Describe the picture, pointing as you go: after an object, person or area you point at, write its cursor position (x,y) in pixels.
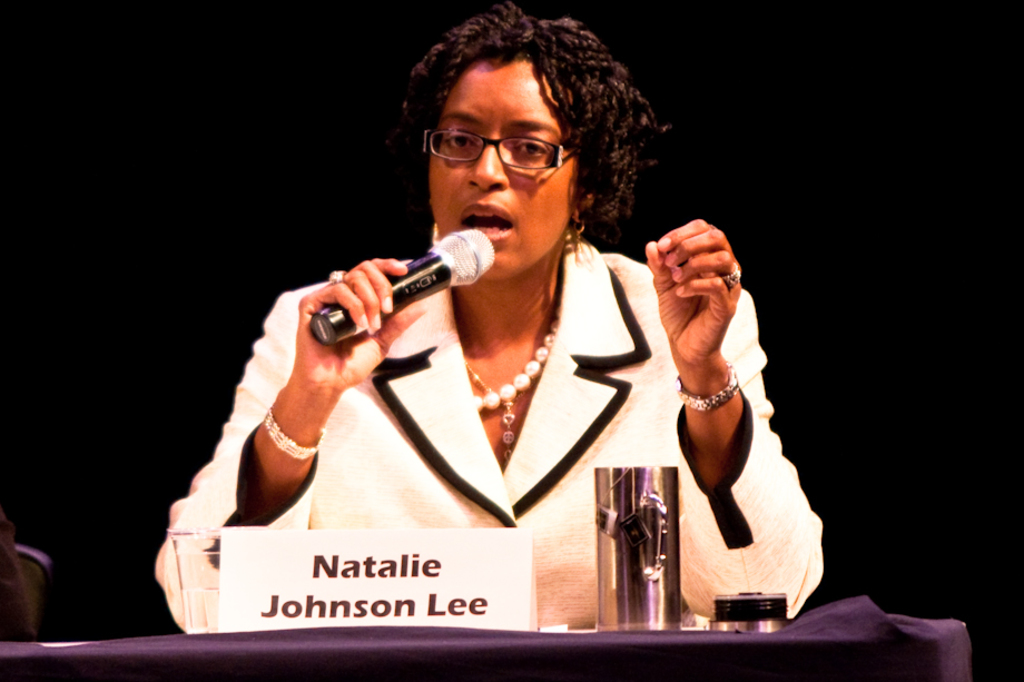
There is a woman (544,47) who is talking on the mike (428,267). She has spectacles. This is table (305,642). On the table (677,651) there is a glass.
